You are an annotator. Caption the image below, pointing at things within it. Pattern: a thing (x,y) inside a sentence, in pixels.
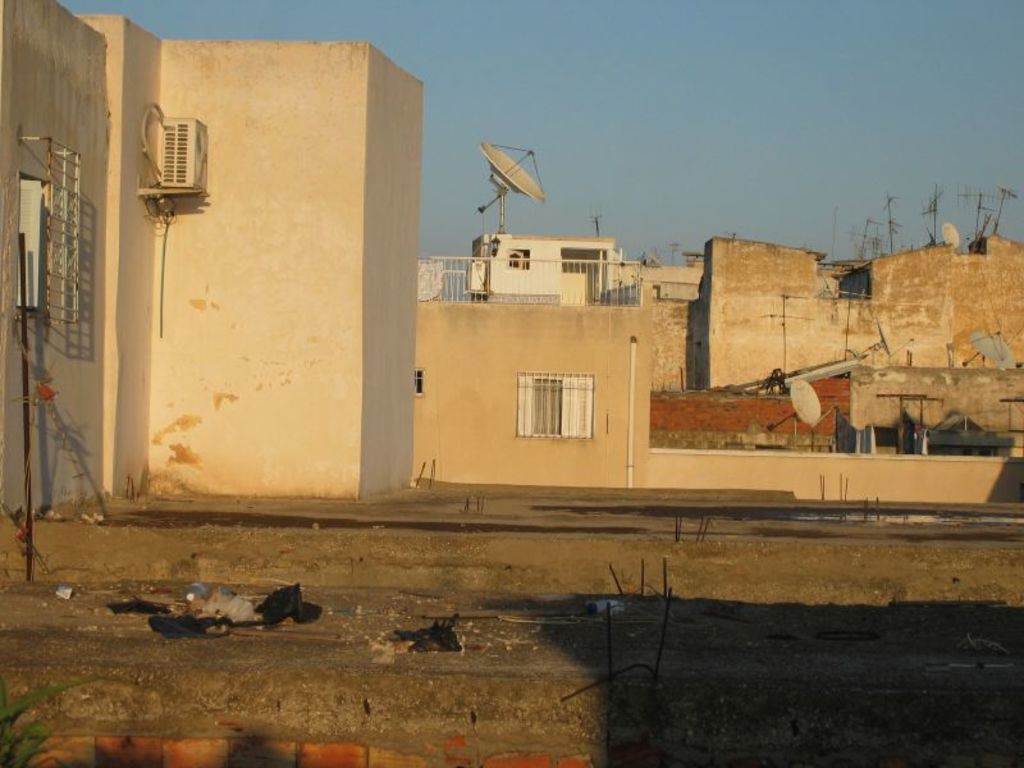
In this picture we can see buildings (563,338), there are some satellite dishes (482,206) and antennas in the background (534,154), we can see the sky (549,201) at the top of the picture (458,61), there is railing (551,278) in the middle (549,299).
